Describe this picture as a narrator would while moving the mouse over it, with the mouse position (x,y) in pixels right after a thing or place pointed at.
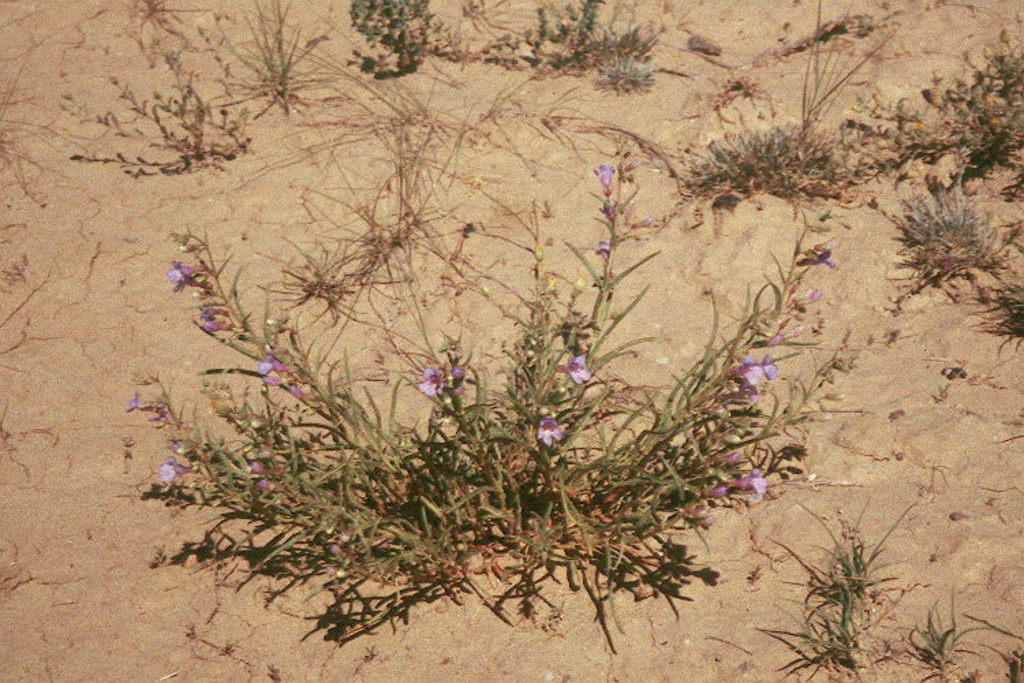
In the picture we can see a sand surface (805,478) with some plants (825,580) and some tiny flowers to it.
